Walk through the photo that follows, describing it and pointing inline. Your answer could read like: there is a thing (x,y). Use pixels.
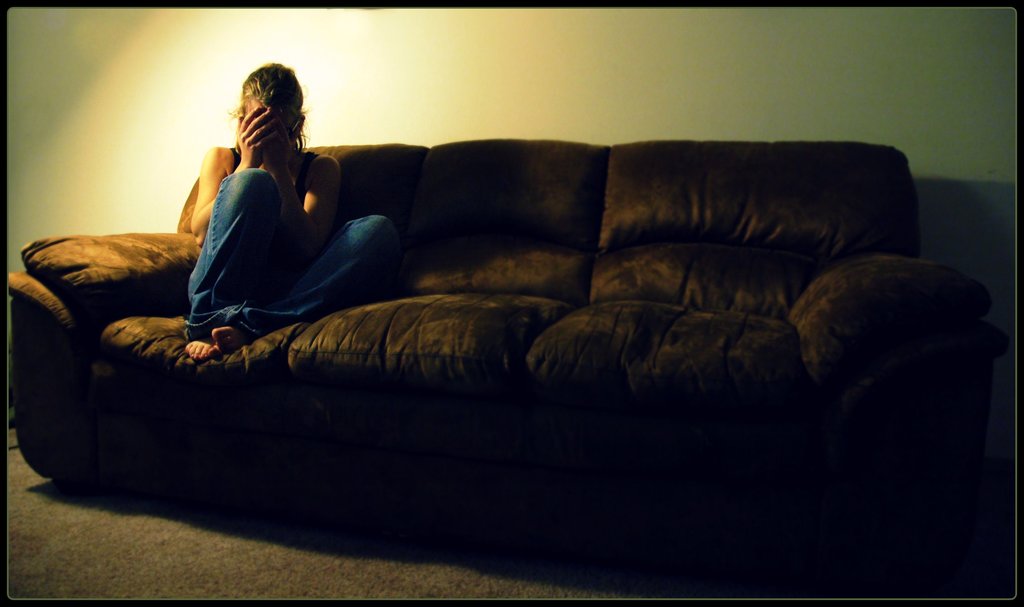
In this image I see a girl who is sitting on the couch (734,174). In the background (52,181) I see the wall (981,19).
